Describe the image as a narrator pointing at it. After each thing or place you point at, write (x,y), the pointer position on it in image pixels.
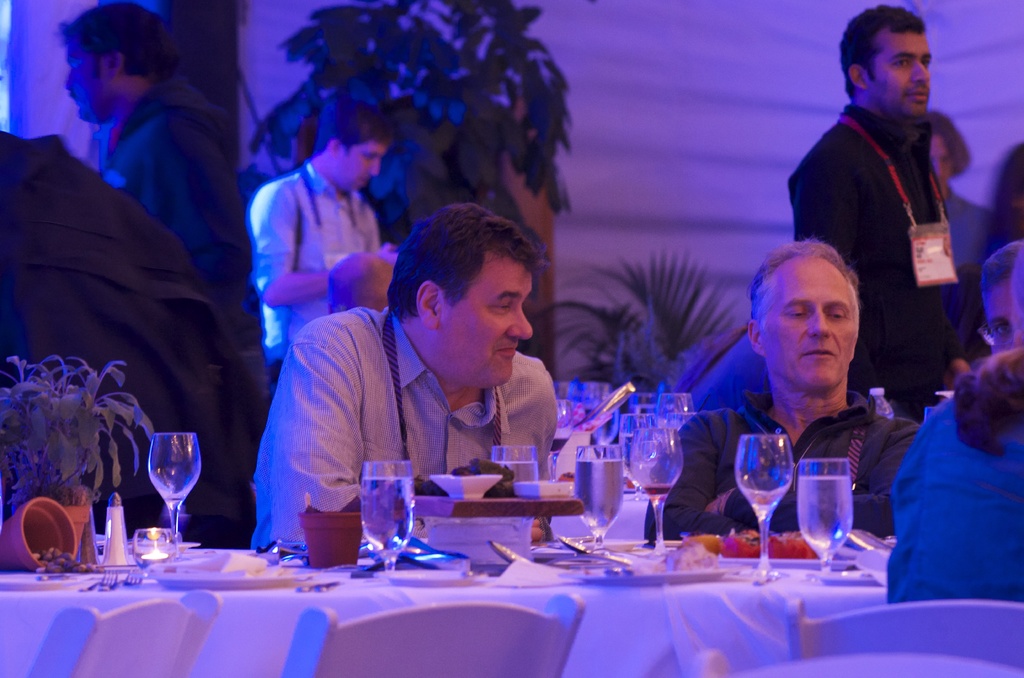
There are few people (997,418) sitting in chairs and there is a table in front of them which has some eatables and drinks (386,501) on it, In background (1015,190) there are few people (950,197) standing.
